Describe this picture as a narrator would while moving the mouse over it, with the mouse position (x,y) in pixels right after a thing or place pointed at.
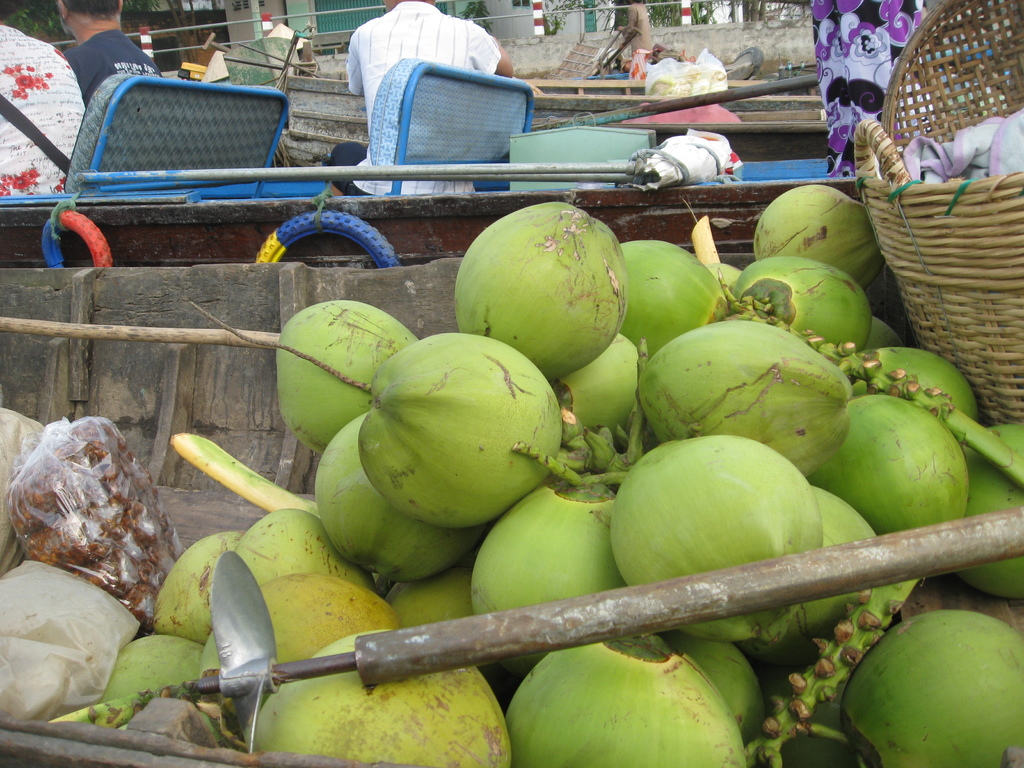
In this image, we can see coconuts (527,477), baskets (949,278), some packets (103,468), tires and people (73,119) sitting on the chairs (184,107) and we can see poles (257,17), ropes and some other objects (567,73) and there is a propeller (253,668).
